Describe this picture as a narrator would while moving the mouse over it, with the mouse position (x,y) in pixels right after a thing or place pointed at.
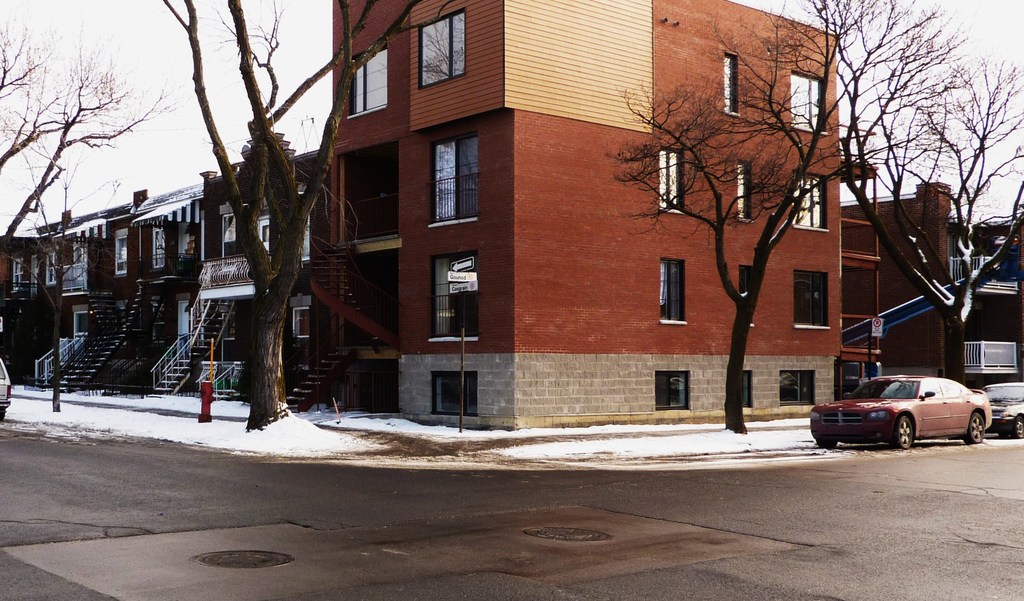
In this image we can see the buildings (354,254) with stairs (345,322) and there is a snow (359,429) on the ground (742,446). And there are trees (964,294), vehicles (868,431) on the road (448,493) and the sky (117,69).
